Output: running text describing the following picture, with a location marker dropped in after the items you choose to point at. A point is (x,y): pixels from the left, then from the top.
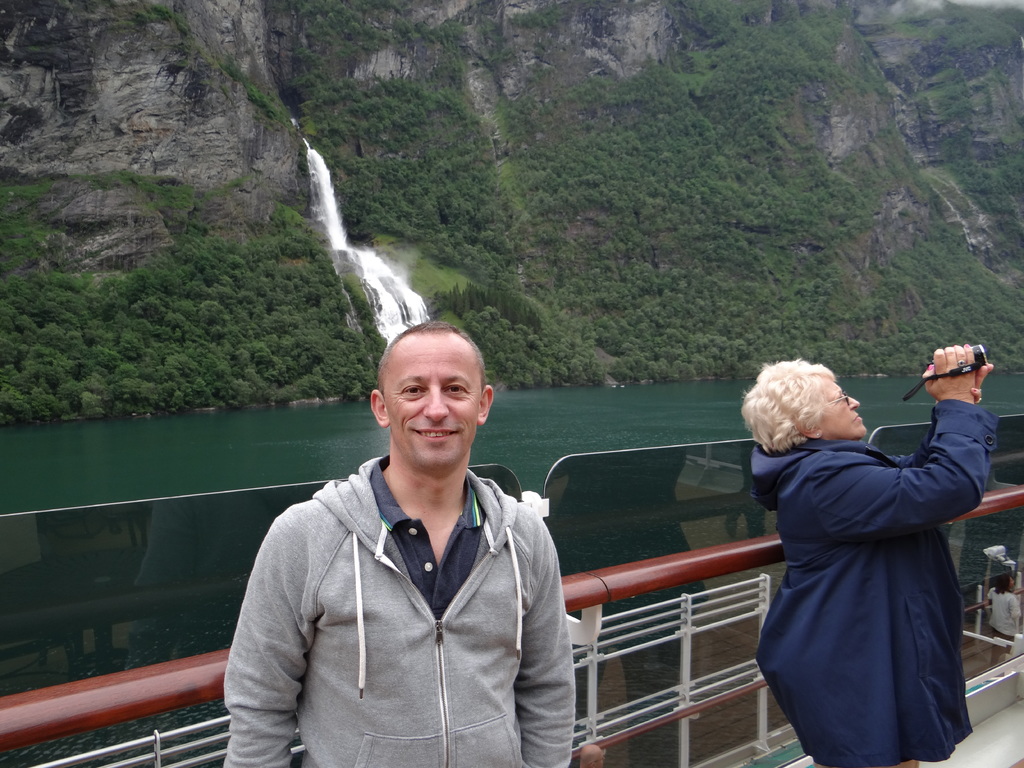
In this image there is a person (434,370) standing and smiling, another person (853,403) standing and holding a camera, and in the background (833,365) there is waterfall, water (58,469), trees (284,357), iron grills (35,707).
